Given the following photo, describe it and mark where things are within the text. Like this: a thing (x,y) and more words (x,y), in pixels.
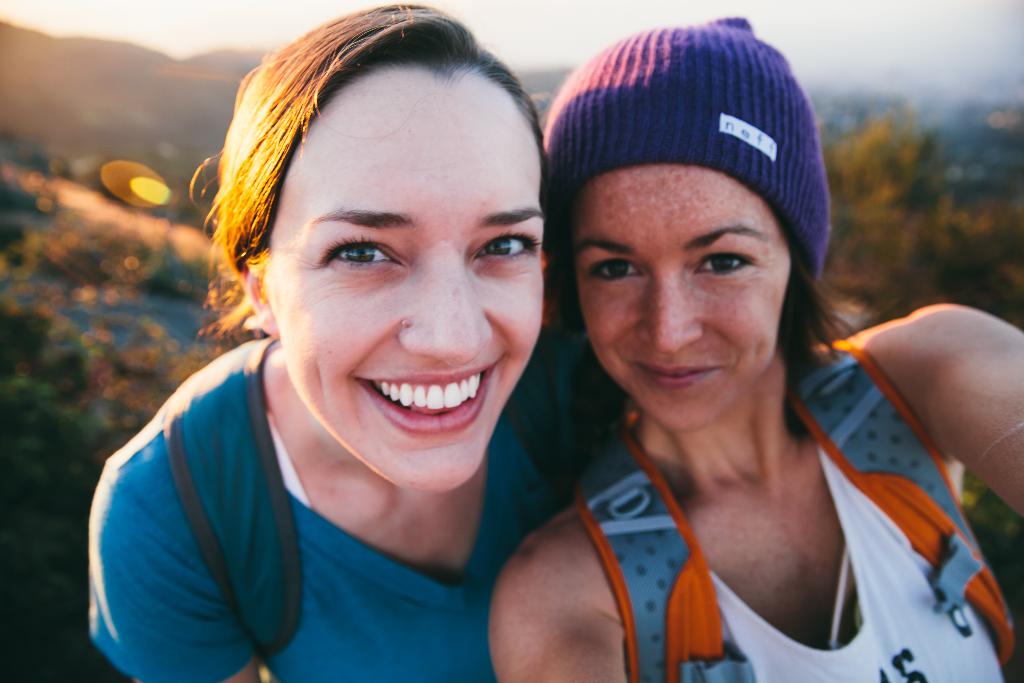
In the image two women (545,486) are taking selfie, both of them carrying bags (647,650) on their back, the background of the woman (788,234) is blur.
